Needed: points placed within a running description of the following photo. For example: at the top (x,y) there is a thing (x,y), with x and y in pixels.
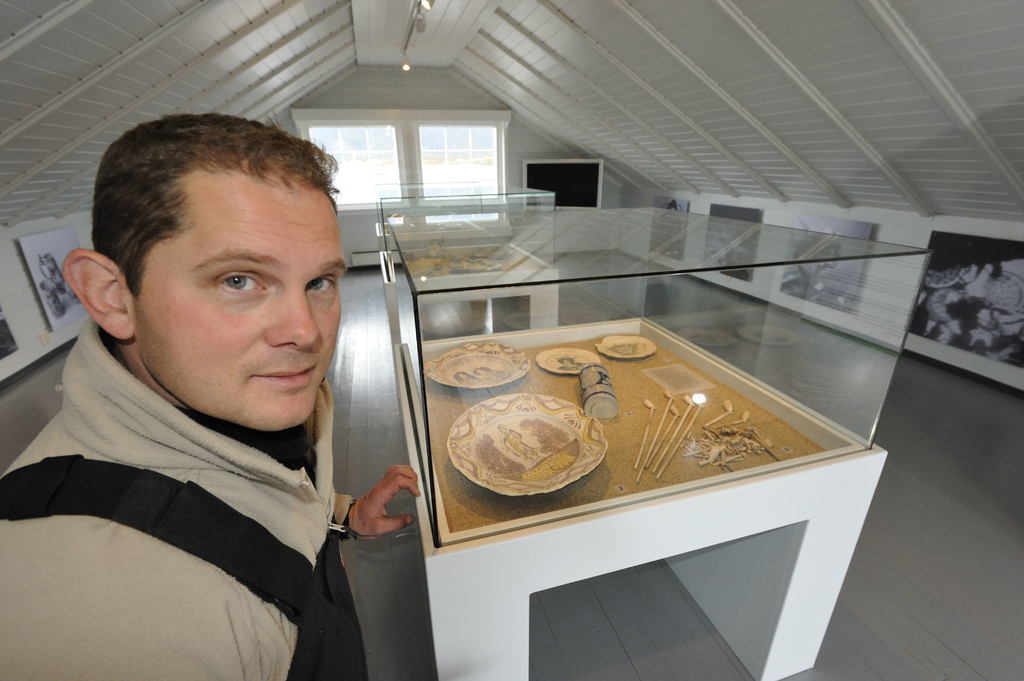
In the image on the left side (100,498) we can see one man (241,506) standing. Coming to the center (565,414) we can see table (667,497), on table (690,495) we can see glass (699,257). In glass (632,413) we can see plate (514,400) and some more objects (689,451). And coming to the background (465,93) we can see the window (492,150), wall (783,212), monitor (582,183) and some photo frames (832,225).
